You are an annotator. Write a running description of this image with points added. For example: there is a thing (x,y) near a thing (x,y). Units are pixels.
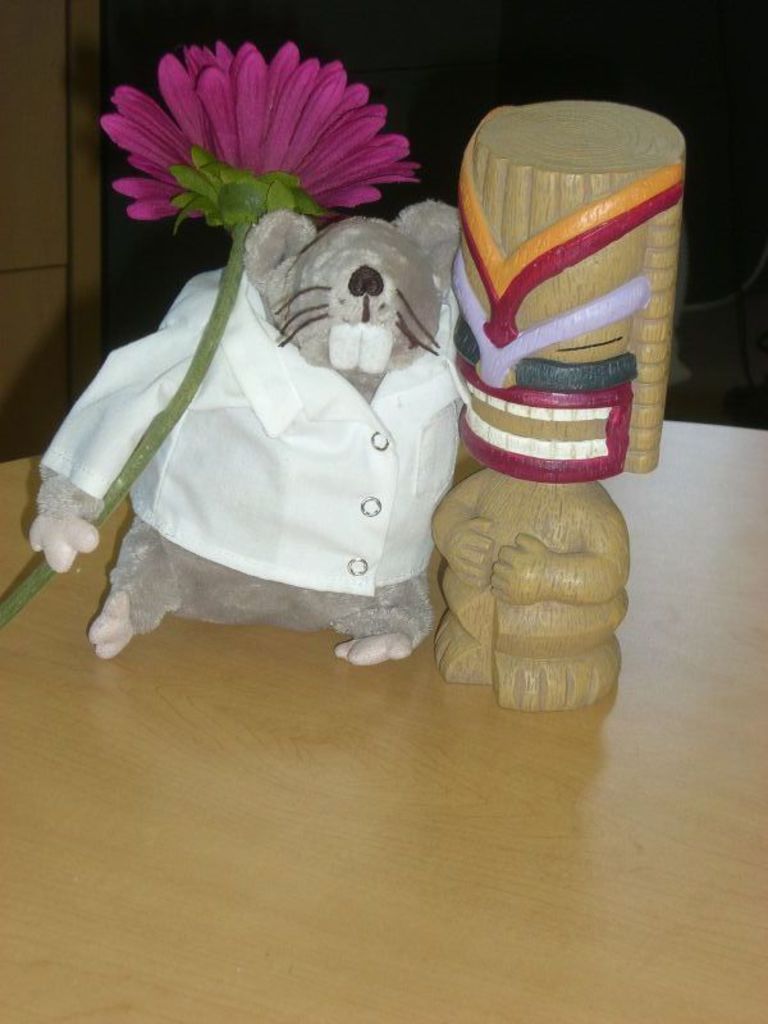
In this picture, we see stuffed toy (356,492) with white shirt (274,396), flower (208,364) in pink color and a wooden toy (515,261) are placed on the table (347,806). Behind that, we see a wall (67,218). In the background (458,107), it is black in color.
